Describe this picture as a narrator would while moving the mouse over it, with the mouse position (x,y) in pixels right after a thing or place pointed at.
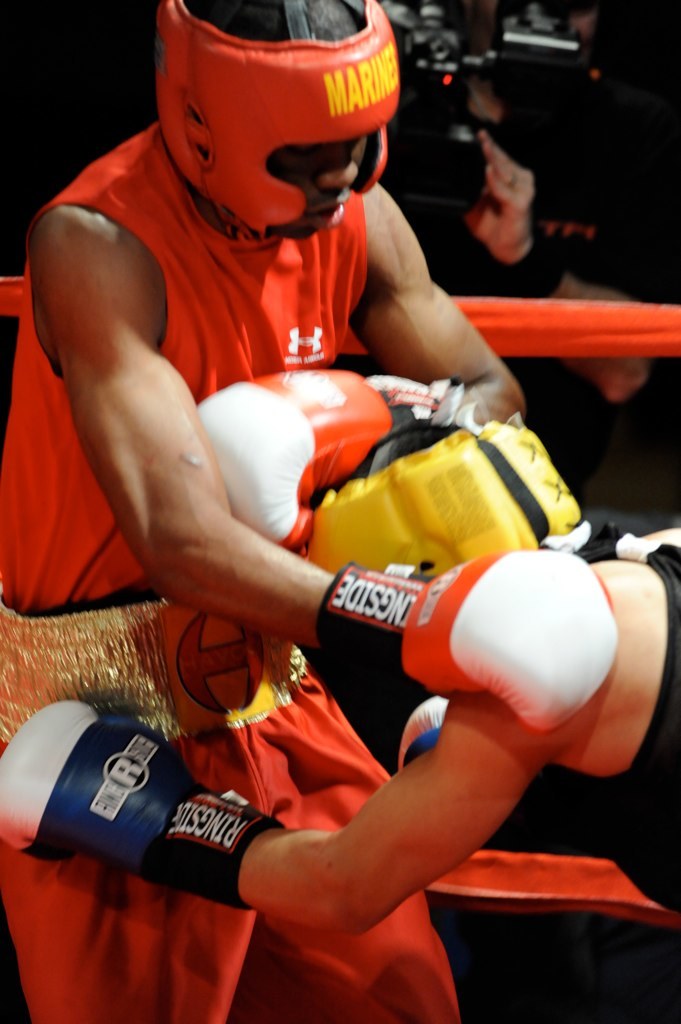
In this image we can see two persons (434,443) are standing, they are boxing, at the back (417,38) a man (672,112) is standing, and holding the camera (466,142) in the hands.
